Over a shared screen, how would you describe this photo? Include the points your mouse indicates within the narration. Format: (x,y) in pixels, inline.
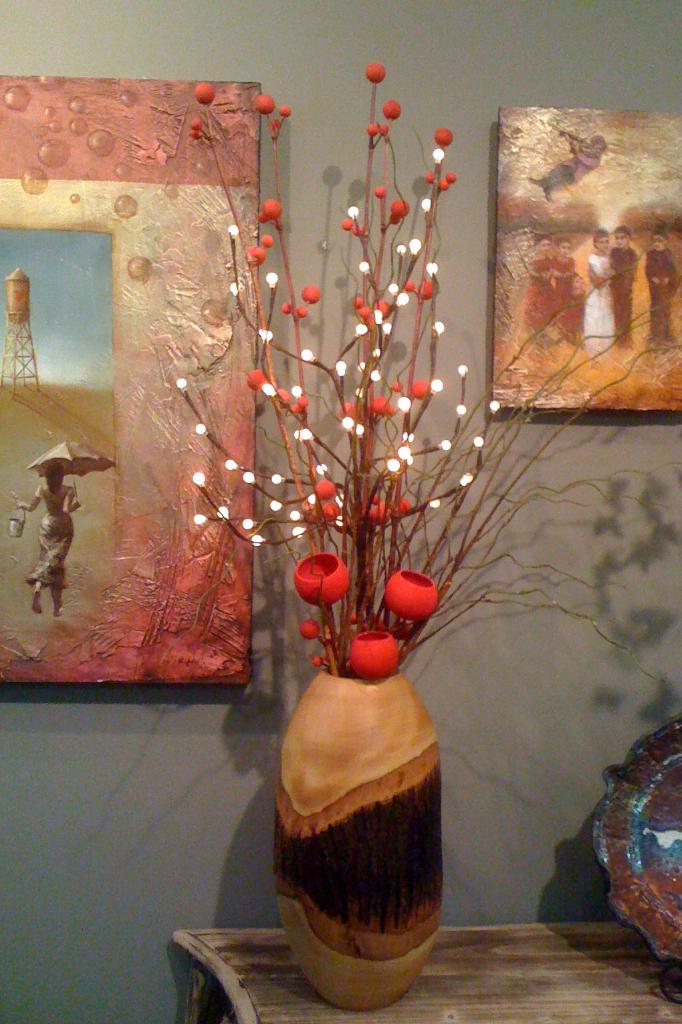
In this image there is one flower vase (383,861) is on a table (469,992) as we can see in the bottom of this image (590,990). There is a wall (269,601) in the background (307,235). There are some photo frames (200,299) are attached on this wall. There is one object (614,785) kept on to this table (577,982) in the bottom right corner of this image (625,910).
